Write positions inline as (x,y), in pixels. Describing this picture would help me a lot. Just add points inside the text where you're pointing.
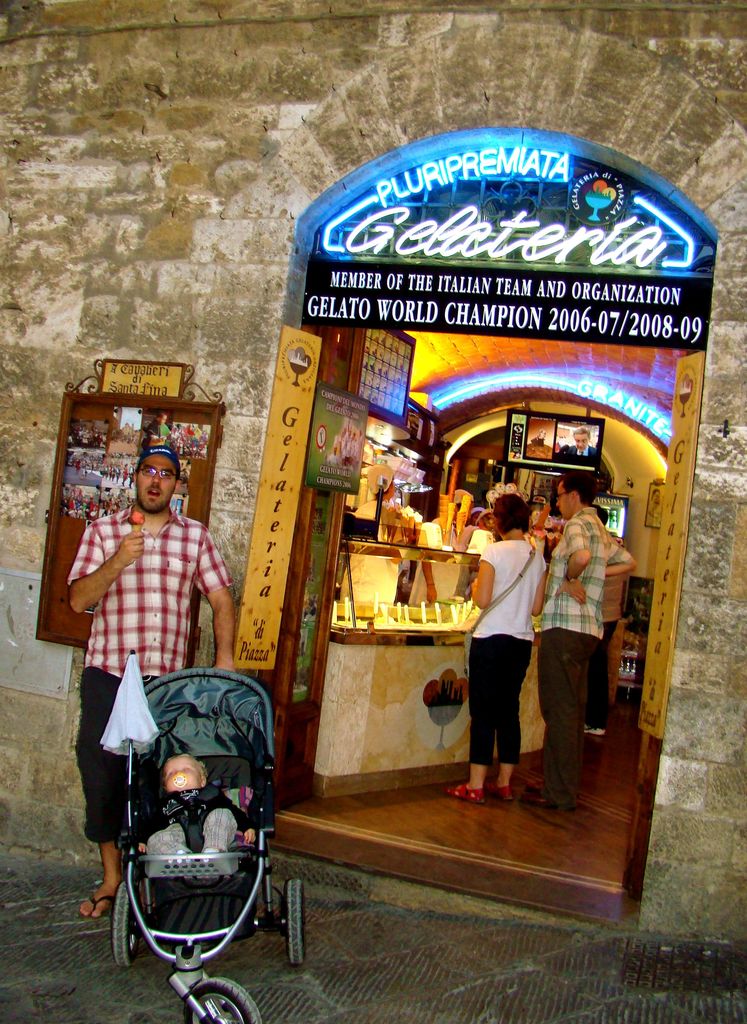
The man (111,603) in red check shirt (104,619) is holding an ice cream (137,528) in one of his hands (137,544) and in the other hand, he is holding the trolley (178,733) of the baby (171,780). Behind him, we see a building (230,177) which is made up of cobblestones (296,138). Inside the building (160,195), we see two people (516,618) standing in front of the table (390,660). In the background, we see a photo frame (537,456) placed on the wall (625,459). This picture is clicked outside the shop (456,506). On top of the building (421,250), we see a board (403,226) with some text (510,251) written on it.
